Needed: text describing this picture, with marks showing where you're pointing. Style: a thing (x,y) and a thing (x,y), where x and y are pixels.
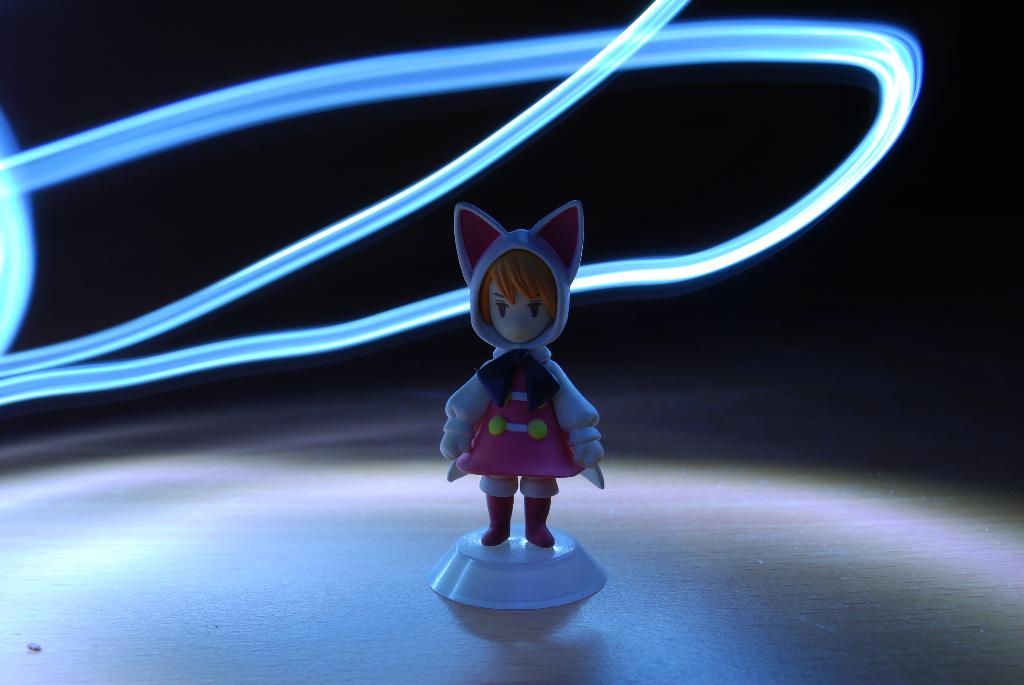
In the middle of the image (505,391) there is a toy (504,469) on the surface (591,600). In this image the background (747,45) is dark and there are a few rope lights (423,194).
